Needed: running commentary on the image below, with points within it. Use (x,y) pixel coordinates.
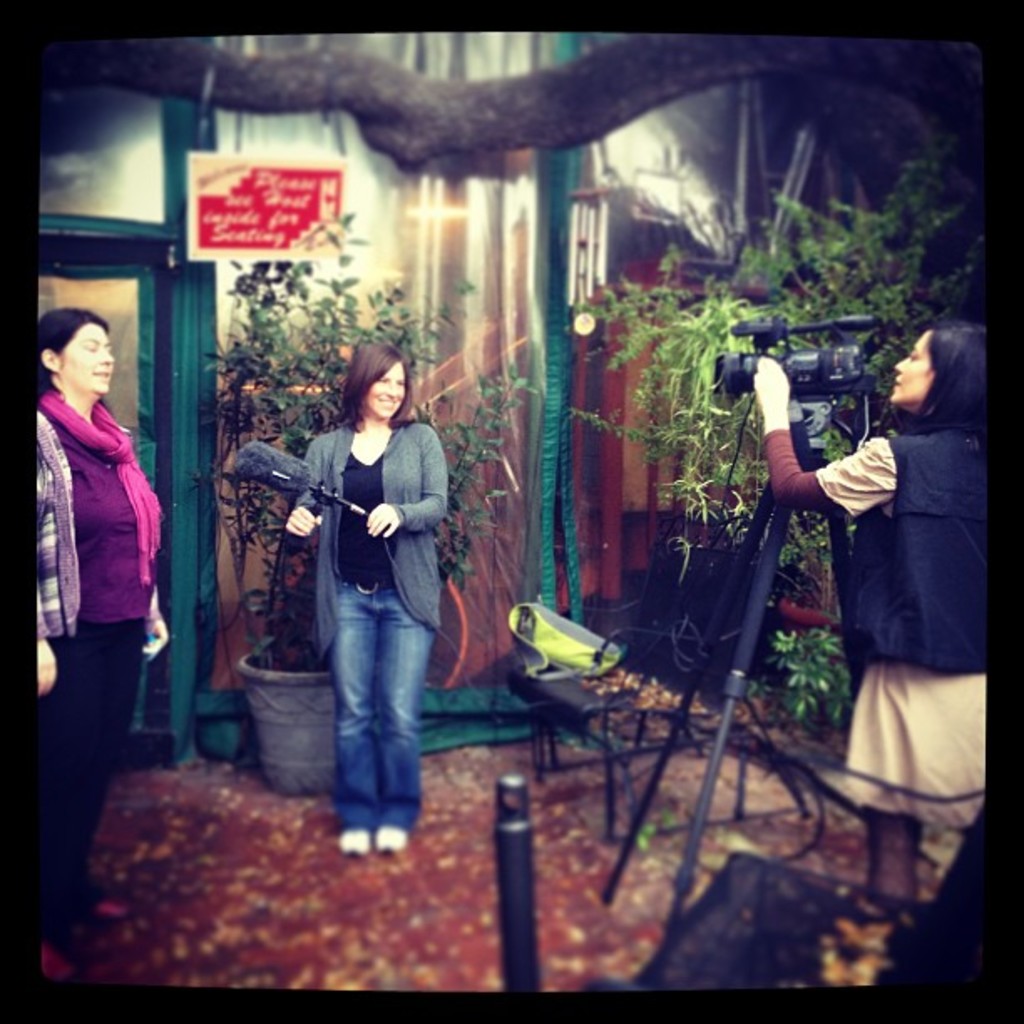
On the left (105,573) a woman (119,695) is standing on the ground (412,937) and beside her a woman (343,517) is holding a mike (331,500) in her hand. On the right (980,393) a woman (964,558) is standing and adjusting a camera (811,361) which is on a stand (762,546). In the background (703,518) we can see plants (689,471), houseplant (254,277) in a pot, transparent covers (443,323), a small board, bag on a chair (596,709), log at the top (579,72) and some other objects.
